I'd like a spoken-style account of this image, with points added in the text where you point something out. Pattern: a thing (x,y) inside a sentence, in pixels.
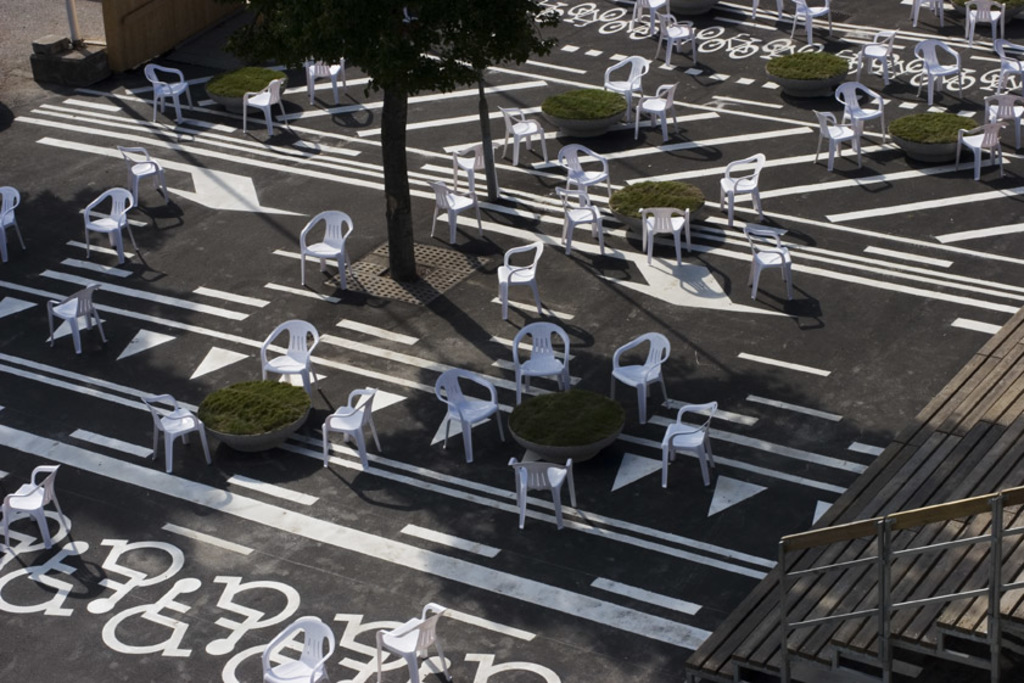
This image is taken outdoors. At the bottom of the image (262,587) there is a floor (534,526). On the right side of the image (844,555) there are a few stairs (844,555) and a railing (952,597). In the middle of the image (631,367) there are many empty chairs (167,447) on the floor (478,526) and there are a few planters (246,408) and there are a few trees (405,50).
